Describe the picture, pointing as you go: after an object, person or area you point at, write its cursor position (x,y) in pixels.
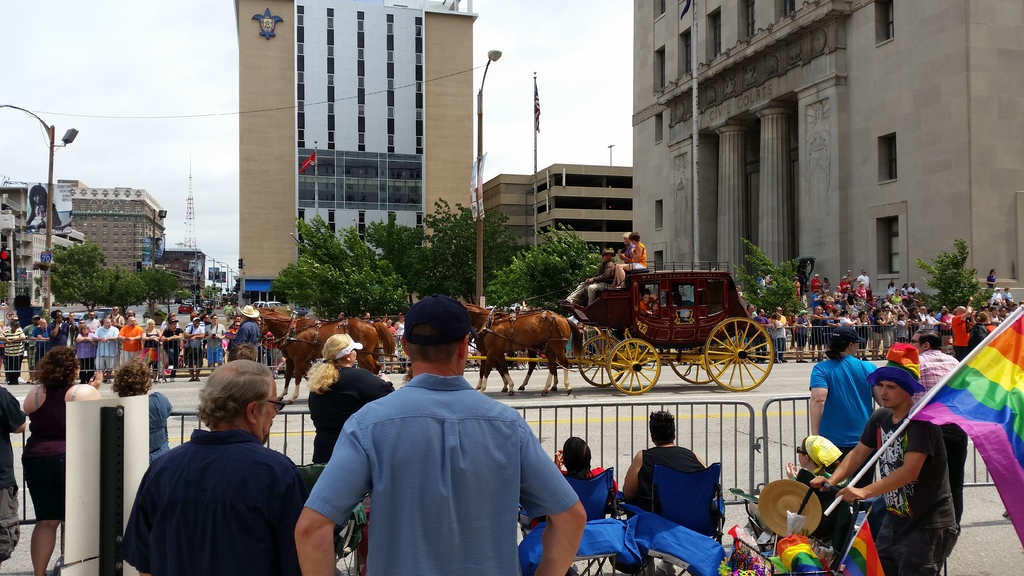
In this image i can see few people (196,367) standing, a cart (609,349) and few animals (535,342). In the background (119,221) i can see buildings (388,86), the sky (557,72), a flag (536,88), few trees (415,252) and a cell phone tower (191,242).
